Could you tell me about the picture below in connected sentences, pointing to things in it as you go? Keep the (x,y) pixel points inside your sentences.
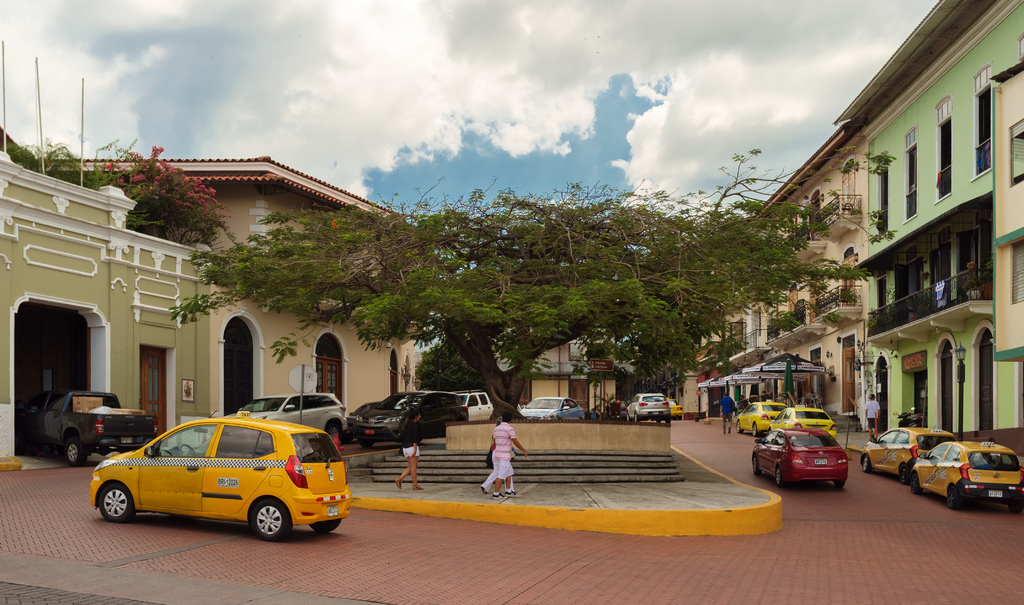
In this image we can see a few people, vehicles (394,401), trees (671,295), houses (789,346), windows (904,289), also we can see the cloudy sky (491,102).
